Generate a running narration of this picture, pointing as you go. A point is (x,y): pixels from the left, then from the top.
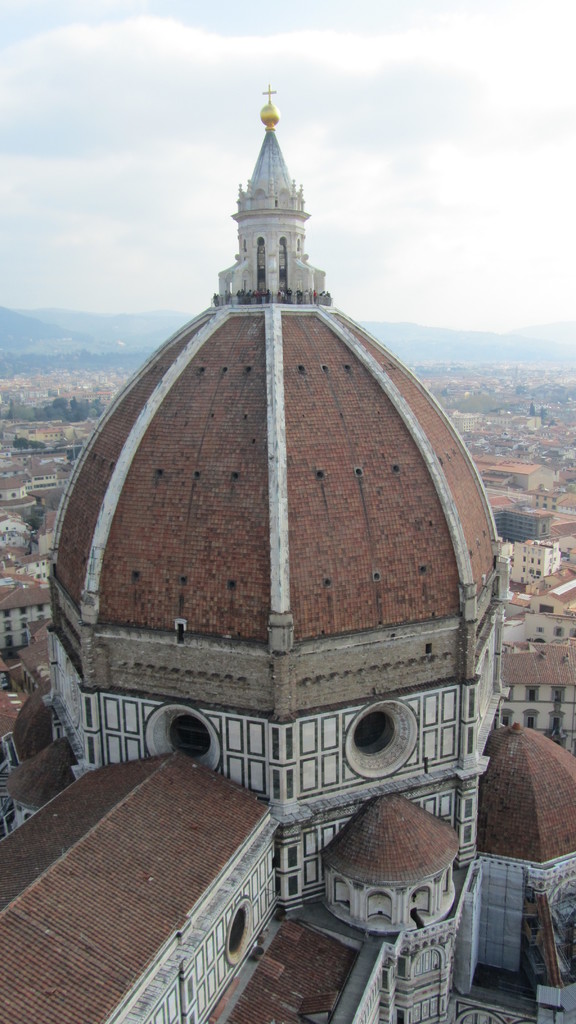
In this image I can see a building (302,386) in the front (302,386). There are buildings (68,438) and mountains (39,363) at the back (100,340). There is sky (446,185) at the top (433,104).
